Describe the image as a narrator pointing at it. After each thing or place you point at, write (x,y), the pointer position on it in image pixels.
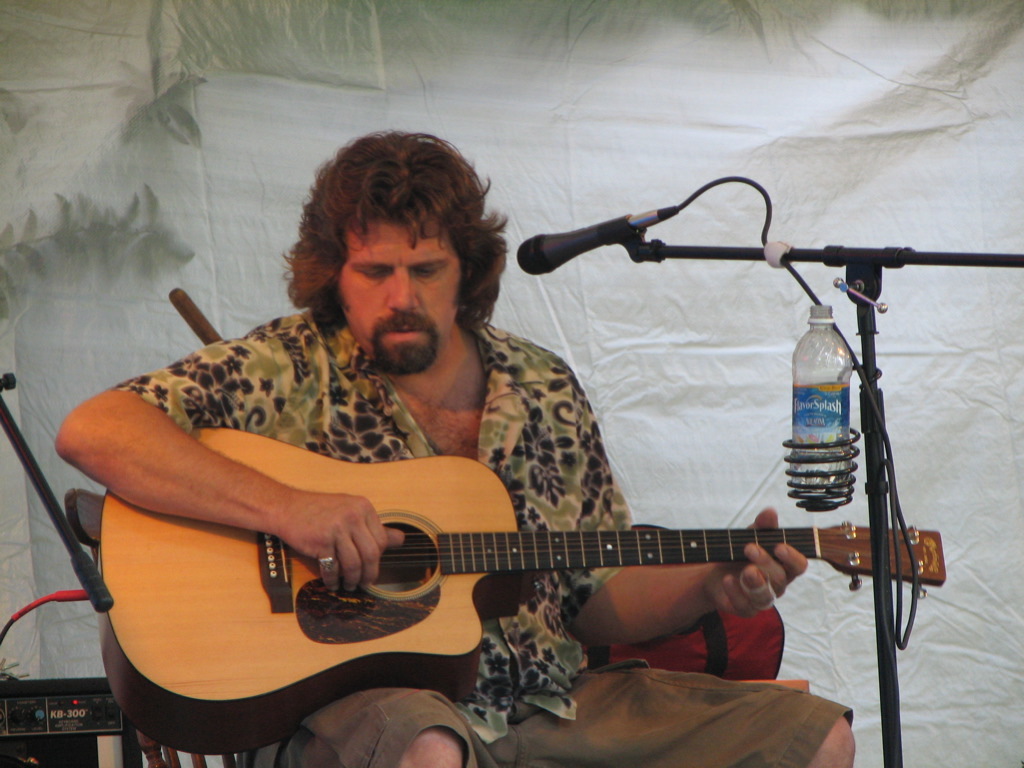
In the image a man (585,688) is sitting and playing guitar (182,652). Middle right side of the image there is a microphone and there is a bottle (801,409). Top of the image (528,76) there is a curtain (561,94).
